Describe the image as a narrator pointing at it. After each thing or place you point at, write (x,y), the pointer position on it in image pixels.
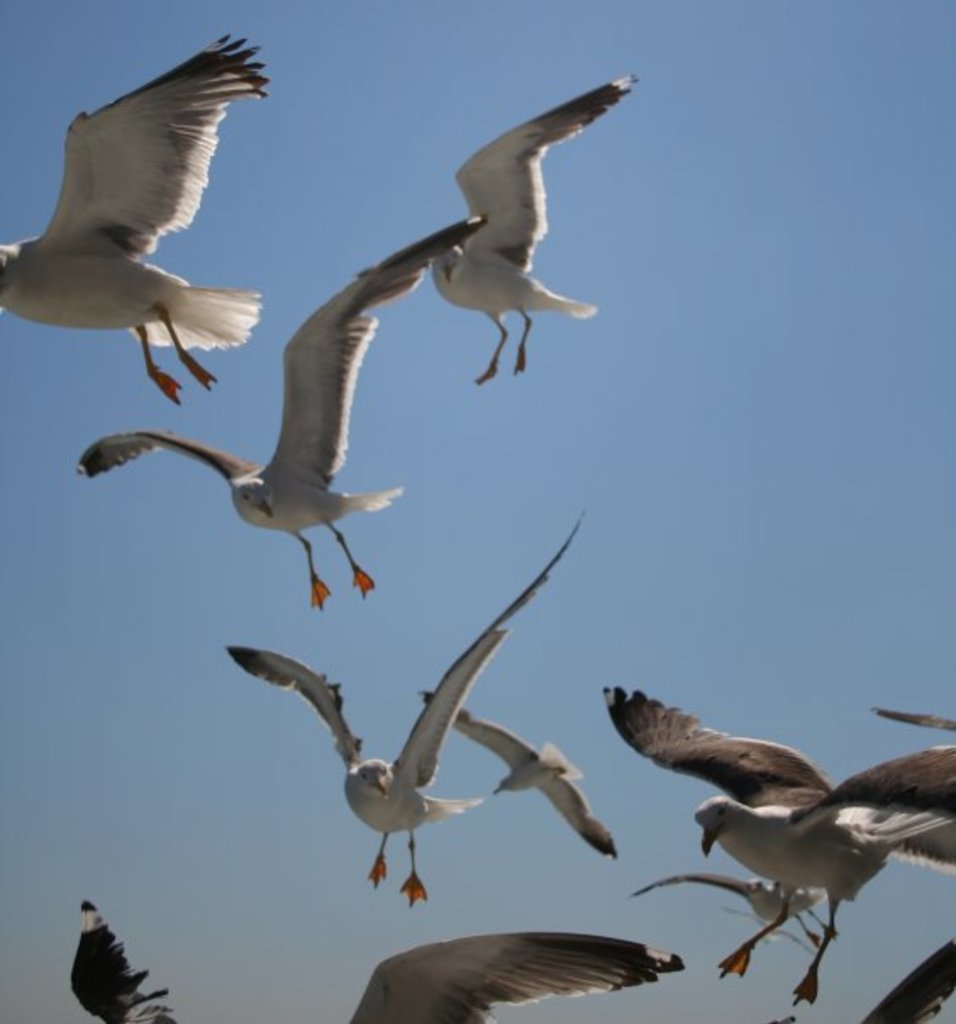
In this image, we can see some birds (178,313) are flying, in the background (538,273) there is a blue color sky (747,259).
